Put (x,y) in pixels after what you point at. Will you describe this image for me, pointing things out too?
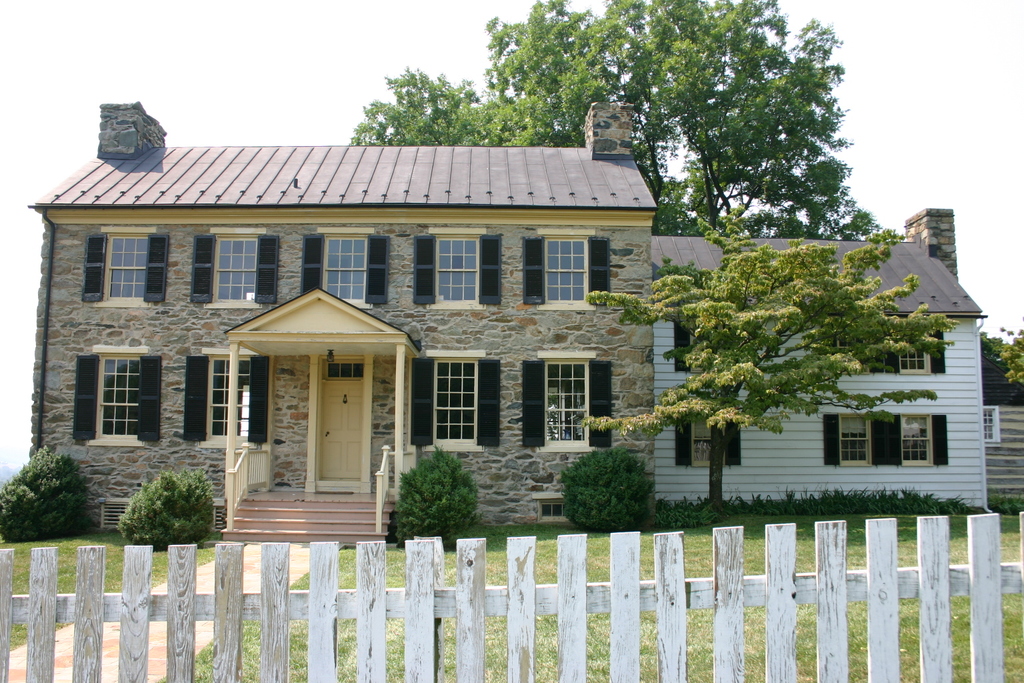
In this picture I can see buildings (455,373). I can also see some windows (475,377) and a door (346,424). I can also see steps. Here I can see white color fence (559,635). In the background (506,121) I can see trees (547,108) and the sky (293,65). I can also see plants (475,514) and grass (702,570).
